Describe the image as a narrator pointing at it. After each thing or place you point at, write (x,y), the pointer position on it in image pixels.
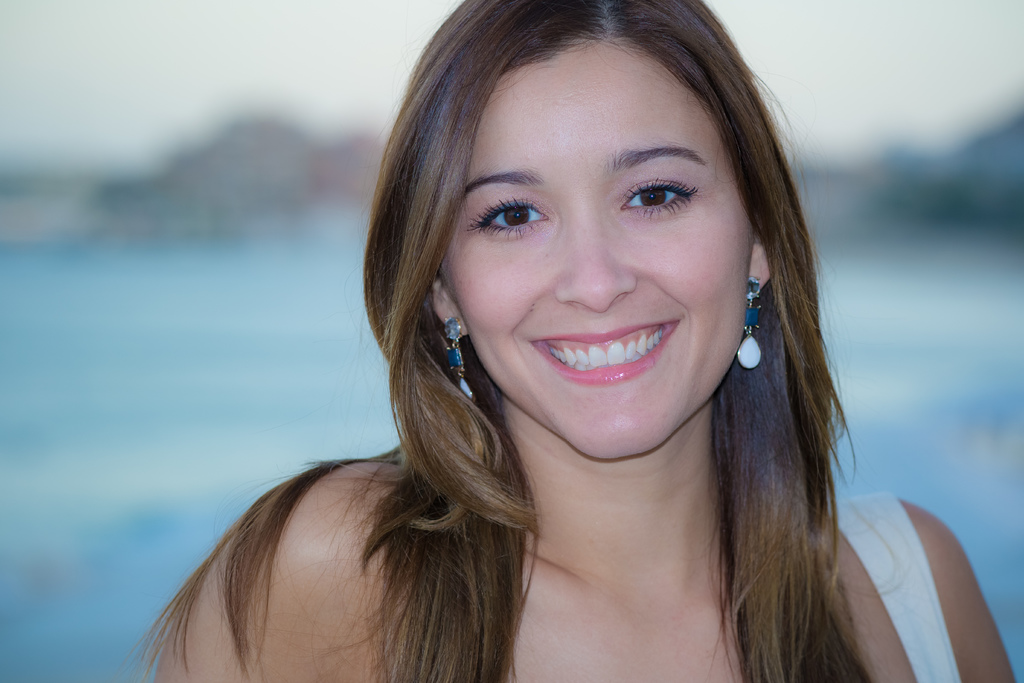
In the picture we can see a woman (714,452) with a loose hair (305,488) and she is smiling and behind her we can see the water surface (10,473) which is not clearly visible.
